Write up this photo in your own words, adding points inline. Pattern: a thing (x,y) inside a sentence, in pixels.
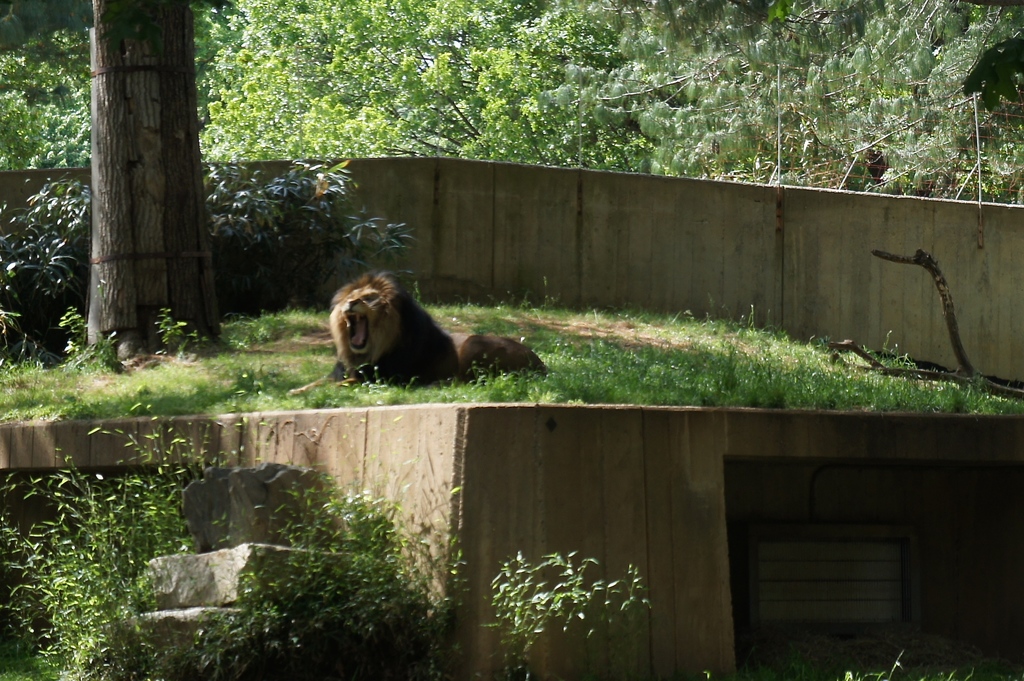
In this image on the ground (327,343) there is a lion (353,346). On the ground (311,343) there are plants (86,196), trees (199,241). This is a boundary (617,194). In the background (485,89) there are trees (304,88).
